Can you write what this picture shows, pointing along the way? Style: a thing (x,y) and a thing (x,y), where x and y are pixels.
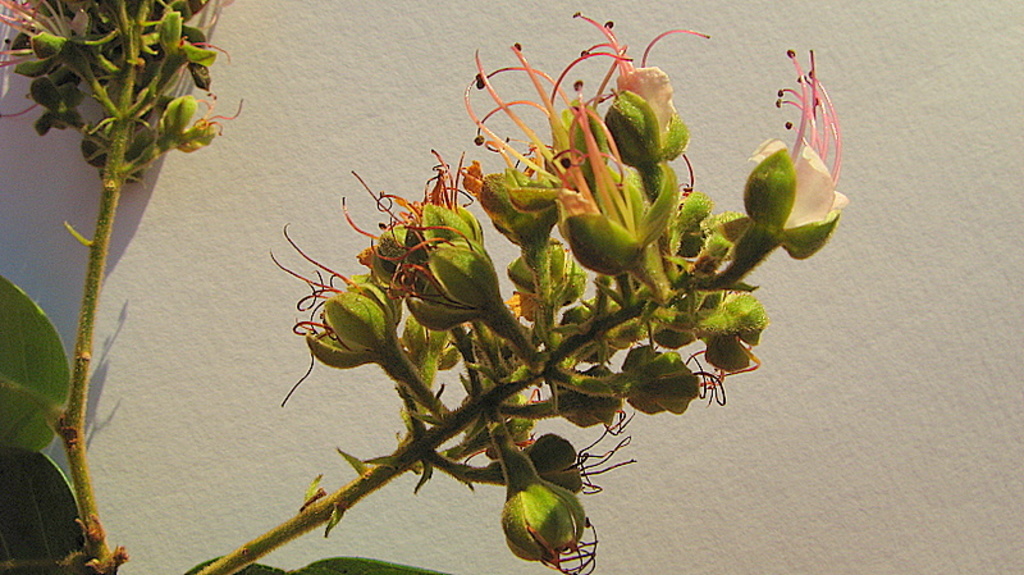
In the center of the image (451,348) we can see flowers (474,328) on a stem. In the background (992,16) there is wall (438,82).
